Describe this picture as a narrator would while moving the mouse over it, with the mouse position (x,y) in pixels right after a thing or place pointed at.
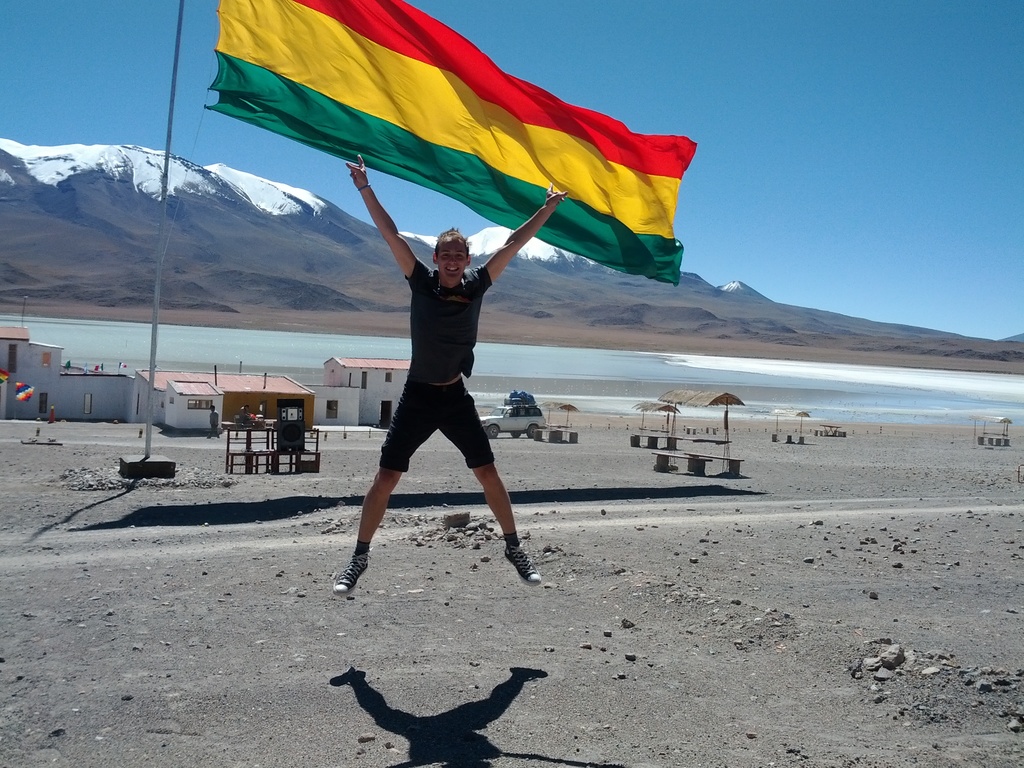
In this image there is a man (430,376) jumping in the air. Behind him there is a flag (238,91) to the pole (148,431). There are benches (304,448) on the ground (497,465). Behind the benches (652,442) there are houses (359,389) and a truck (509,433). Behind the houses (167,397) there is the water (315,349) on the ground (270,490). In the background (361,259) there are mountains (585,260). At the top (706,95) there is the sky (660,95).
